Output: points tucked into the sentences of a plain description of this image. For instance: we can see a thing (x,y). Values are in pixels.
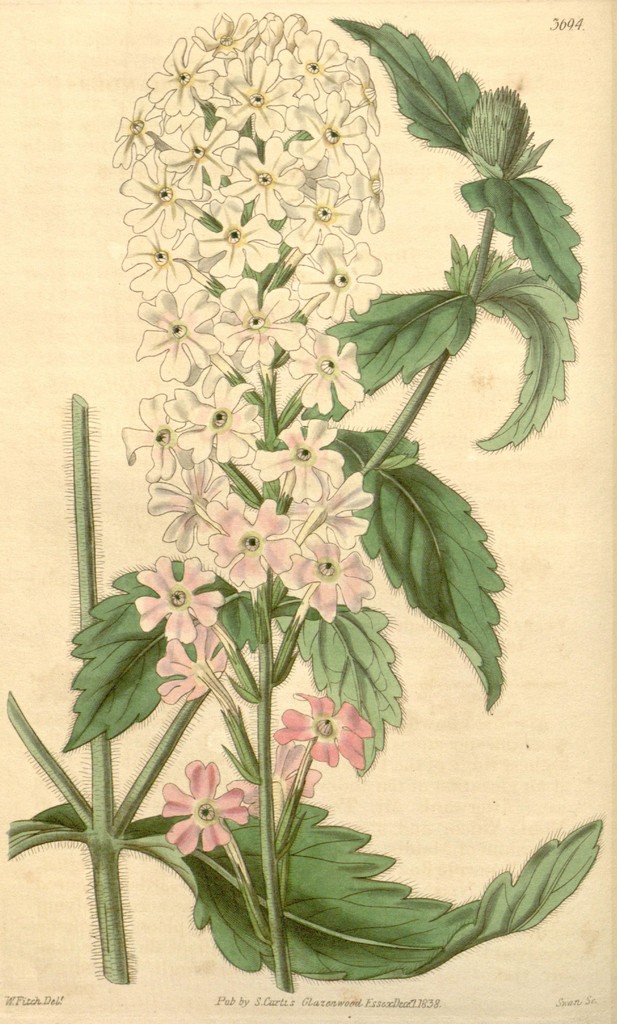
There is a paper (375,826). On that there is a painting (261,764) of a plant (262,657) with leaves (377,517) and flowers (220,456). Also something is written on the image.
